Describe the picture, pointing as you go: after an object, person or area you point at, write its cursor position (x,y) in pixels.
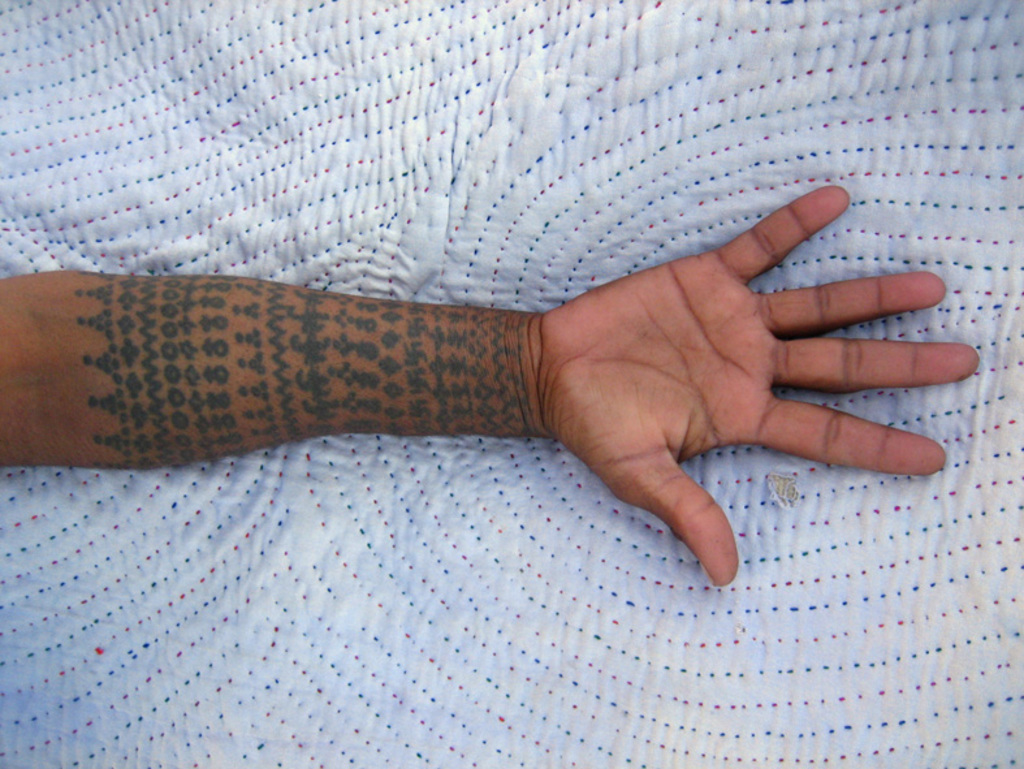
In this picture we can see the hand (817,219) of persons (407,382) on cloth (348,667) and we can see tattoo (380,347) on this hand (223,365).
